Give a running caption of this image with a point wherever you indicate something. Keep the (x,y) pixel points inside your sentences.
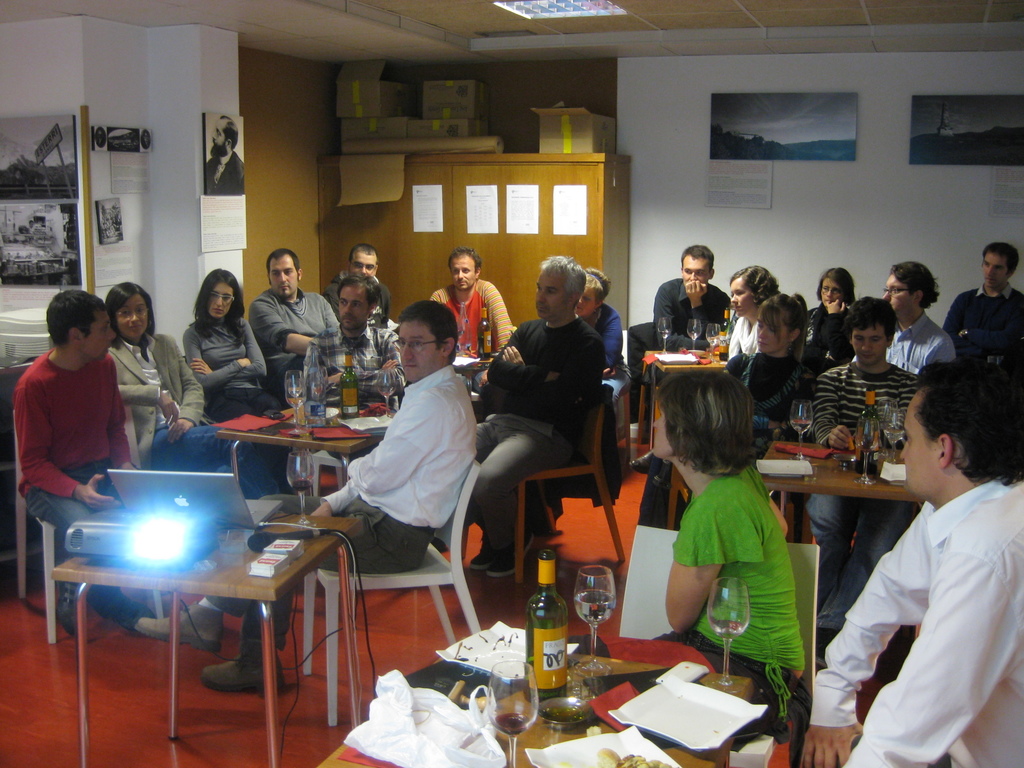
There is a group of people (1023,629) sitting on a chair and looking ahead. This is a wooden table (231,573) where a projector (77,532), a laptop (131,479) and a microphone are kept on it.
